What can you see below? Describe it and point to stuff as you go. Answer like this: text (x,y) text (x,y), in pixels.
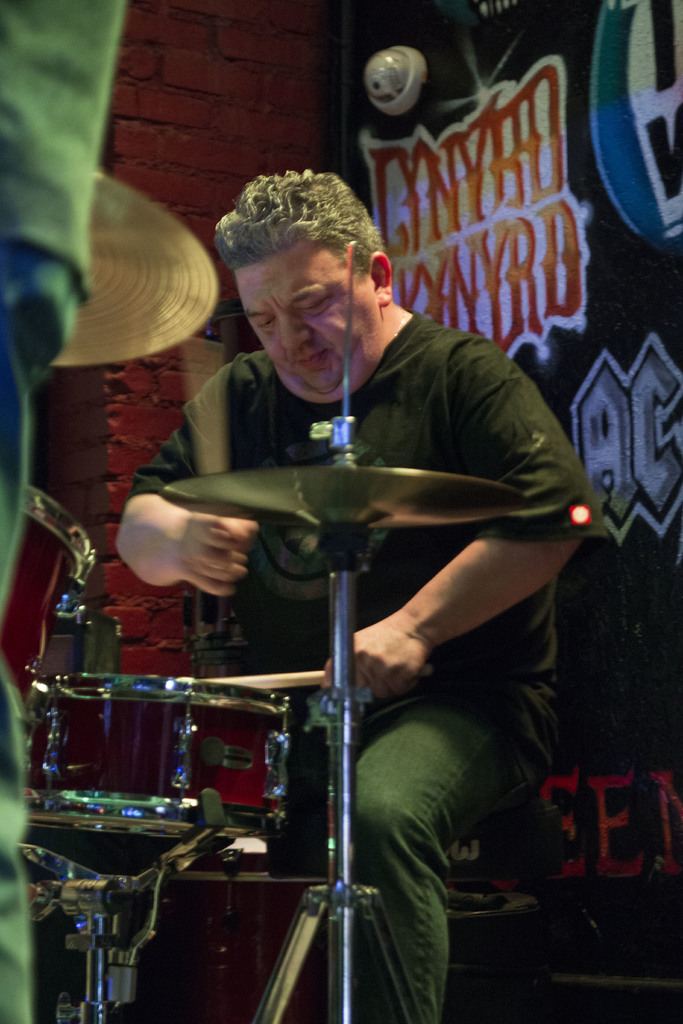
In the center of the image (428,594) we can see one person (484,746) is sitting and he is holding some objects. In front of him, we can see a few musical instruments (23,548). On the left side of the image (6,156) there is a cloth (20,219). In the background (125,369) there is a wall (159,65), one white color object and one banner (599,81). On the banner (599,81), we can see some text (635,394).
